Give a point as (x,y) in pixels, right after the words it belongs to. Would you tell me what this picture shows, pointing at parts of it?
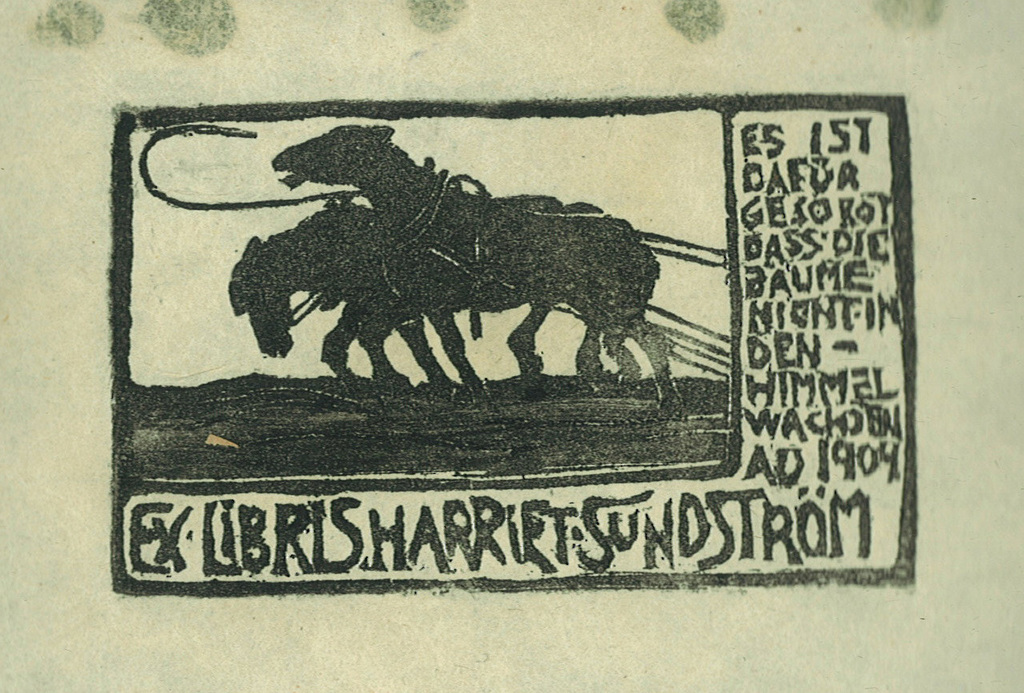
In this image we can see the sketch (407,234) of the horses (327,284) and text (770,406) written on it.
